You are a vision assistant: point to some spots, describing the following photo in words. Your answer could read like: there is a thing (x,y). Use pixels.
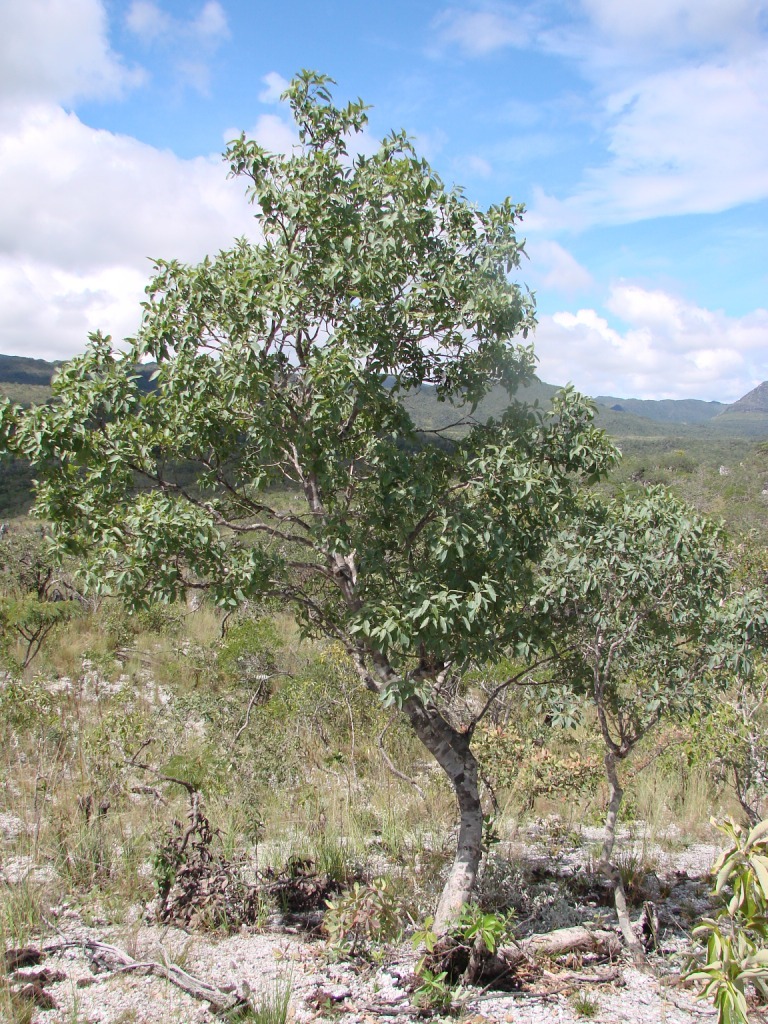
In the image there is a tree (339,465) and behind the tree (392,515) there is a lot of grass (93,687), in the background (433,395) there is a mountain (652,406).
